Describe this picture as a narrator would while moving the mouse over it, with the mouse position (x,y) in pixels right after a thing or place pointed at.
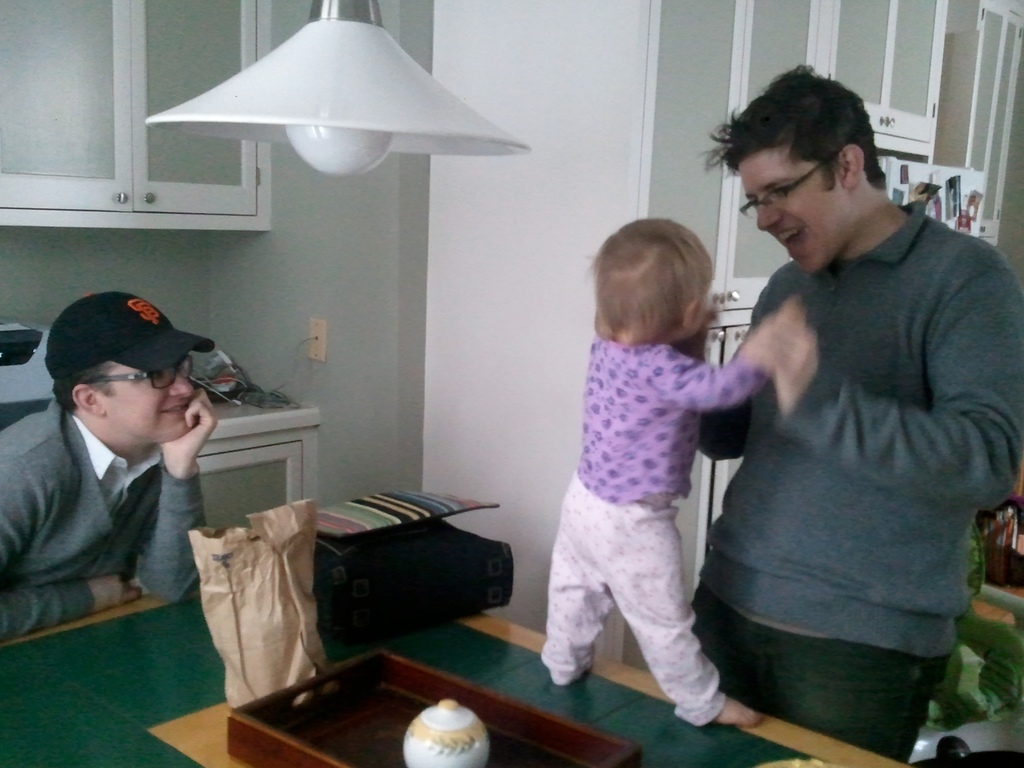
In the middle of the image (682,339) a kid (644,260) is standing on a table (189,754). Bottom left side of the image (181,517) a man (149,388) sitting and watching. Top left side of the image (151,188) there is a cupboard (221,23) and light (352,147). Bottom right side of the image (855,631) there is a man (858,411) holding the kid (730,372).
